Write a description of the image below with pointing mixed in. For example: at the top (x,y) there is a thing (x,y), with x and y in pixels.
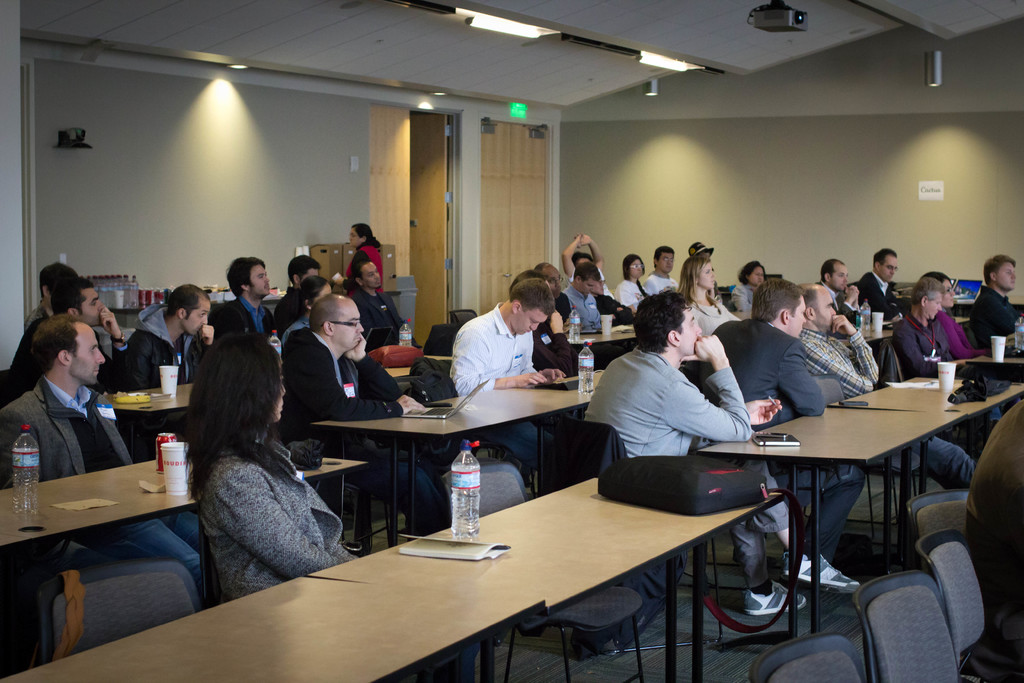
At the top (642,27) we can see ceiling (672,54), lights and a projector (766,25). Here we can see a wall (852,194) and doors (507,204). we can see all the persons (230,341) sitting on chairs (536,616) in front of a table (531,562) and on the table (492,540) we can see books (442,548), bottles (34,494), tins (168,440), mobiles (760,436). In Front of the picture we can see empty chairs (901,628). On the background (120,324) we can see table (121,311) and on the table (132,317) there are bottles (123,289). We can see one woman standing here.
